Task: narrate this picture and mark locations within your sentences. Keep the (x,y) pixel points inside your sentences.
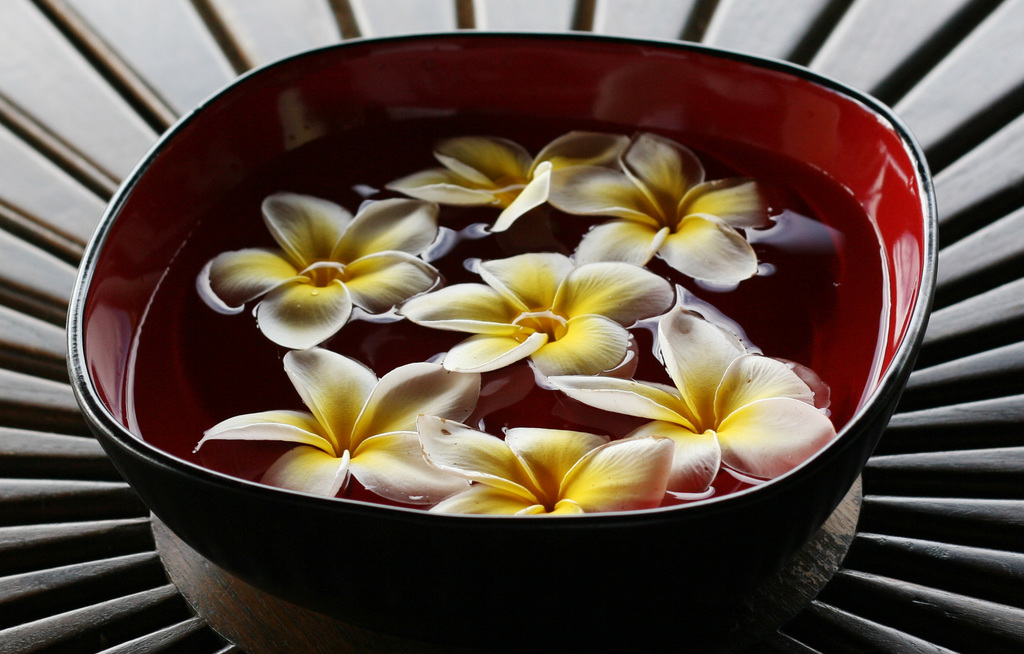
This image consists of a bowl (382,514) in which there are flowers (698,318) along with the water (181,389). At the bottom (154,595), it looks like a table (21,585) made up of wood (92,594).
